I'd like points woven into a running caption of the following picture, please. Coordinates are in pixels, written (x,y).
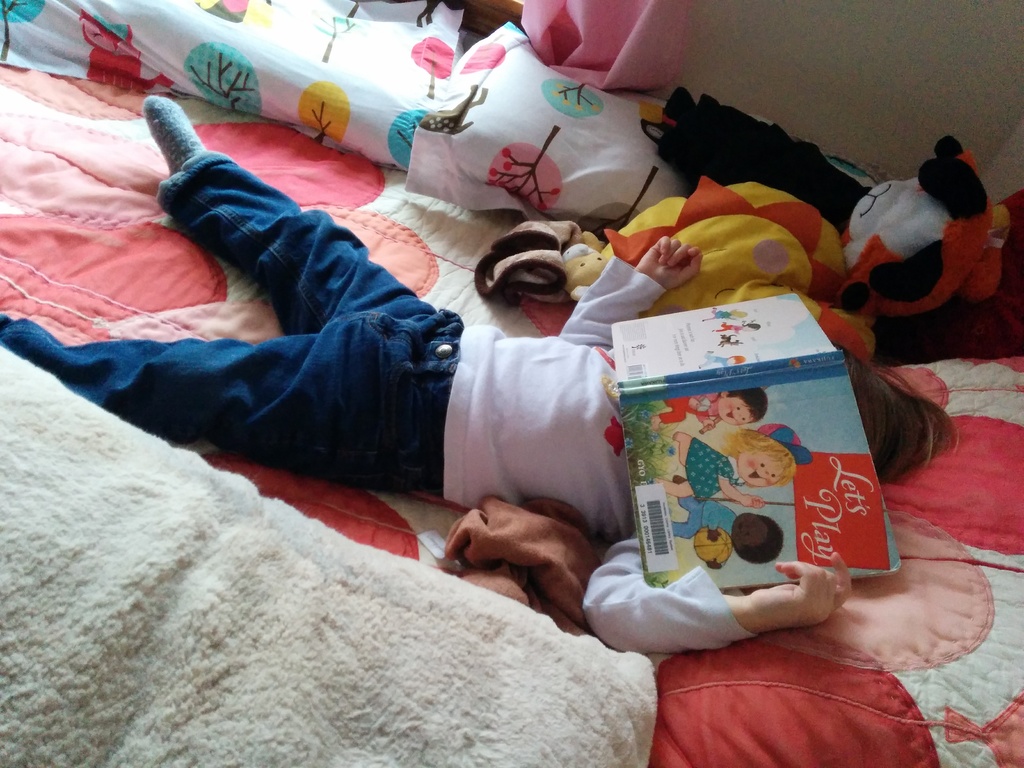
This picture is taken inside the room (450,424). In this image, in the middle (379,386), we can see a kid (603,372) lying on the bed (1002,696) and keeping book (840,470) on her face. On the left corner (156,715), we can see a blanket (176,729). In the background (346,94), we can see some pillows (472,134), toys (767,216) and a wall (987,157).
